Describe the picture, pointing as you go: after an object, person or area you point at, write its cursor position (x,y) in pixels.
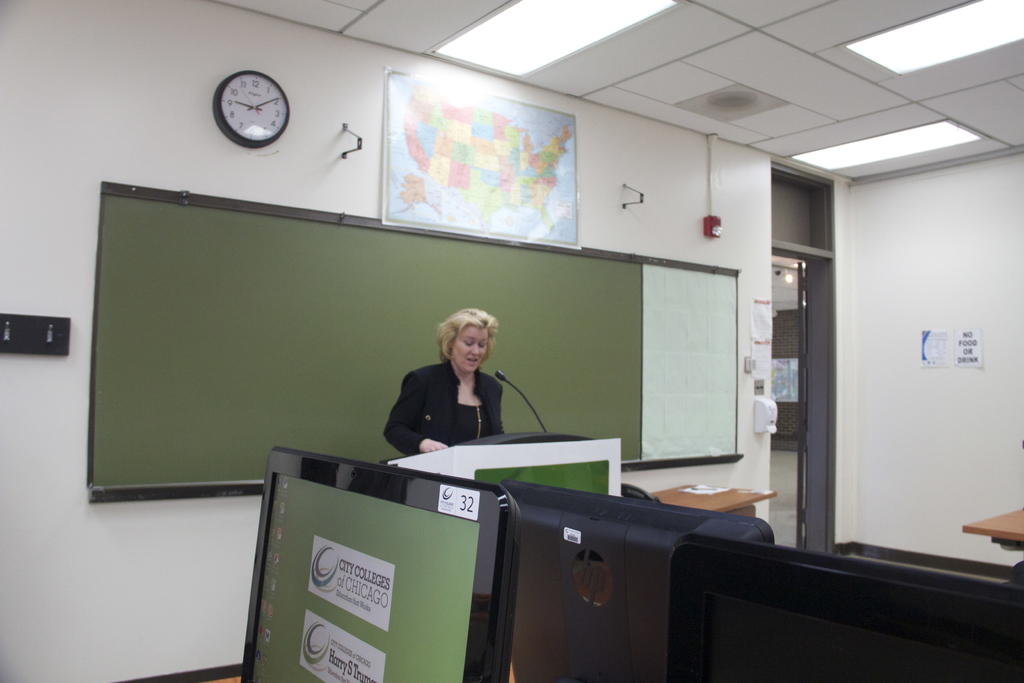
In this image there is a clock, map (522,159), ceiling lights (588,19), board (701,282), monitors (645,566), tables (721,500), posters (762,318), tissue paper box (771,403), podium (515,442), mic (524,398), woman (478,376) and objects (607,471). In-front of that woman (443,370) there is a podium (563,450) along with mic (500,371). Board (503,312), posters (752,337), tissue paper box (762,407), clock (237,99), map (470,159) and few objects (705,225) are on the walls (953,377).
